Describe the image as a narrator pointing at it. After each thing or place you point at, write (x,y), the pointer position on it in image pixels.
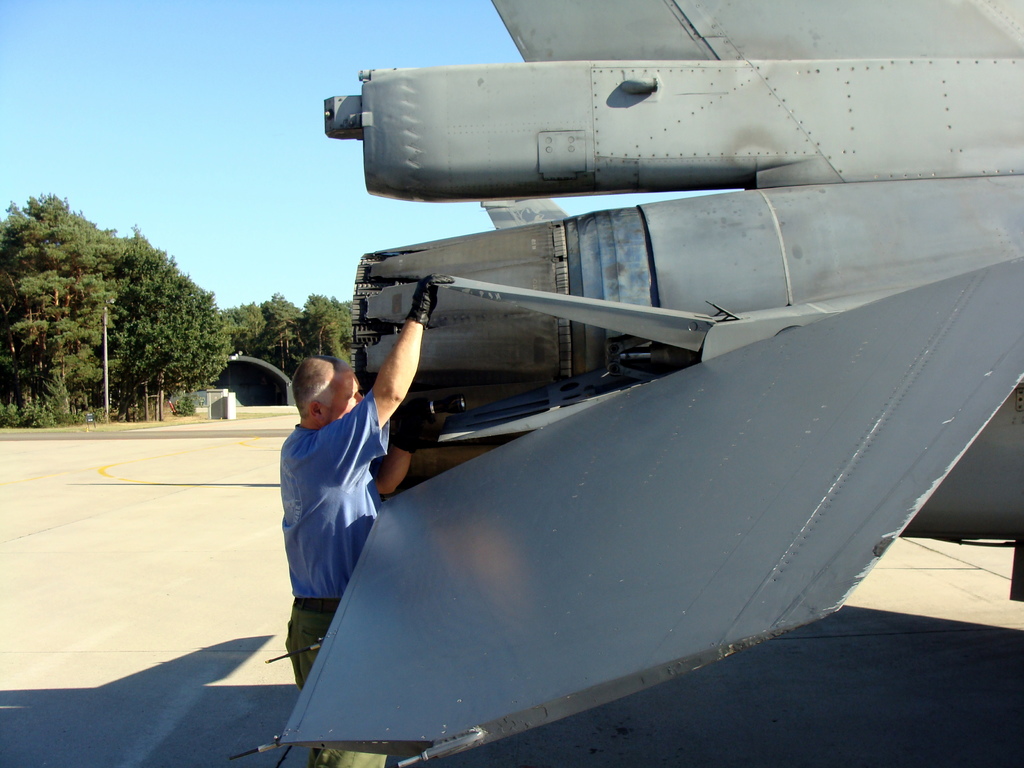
It is a plane (580,462), a man (289,482) is operating the plane (471,380) it is of grey color, in the background (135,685) there is a shadow (148,698) of the plane (531,595) and also few are the trees (234,348) and sky (305,245).
